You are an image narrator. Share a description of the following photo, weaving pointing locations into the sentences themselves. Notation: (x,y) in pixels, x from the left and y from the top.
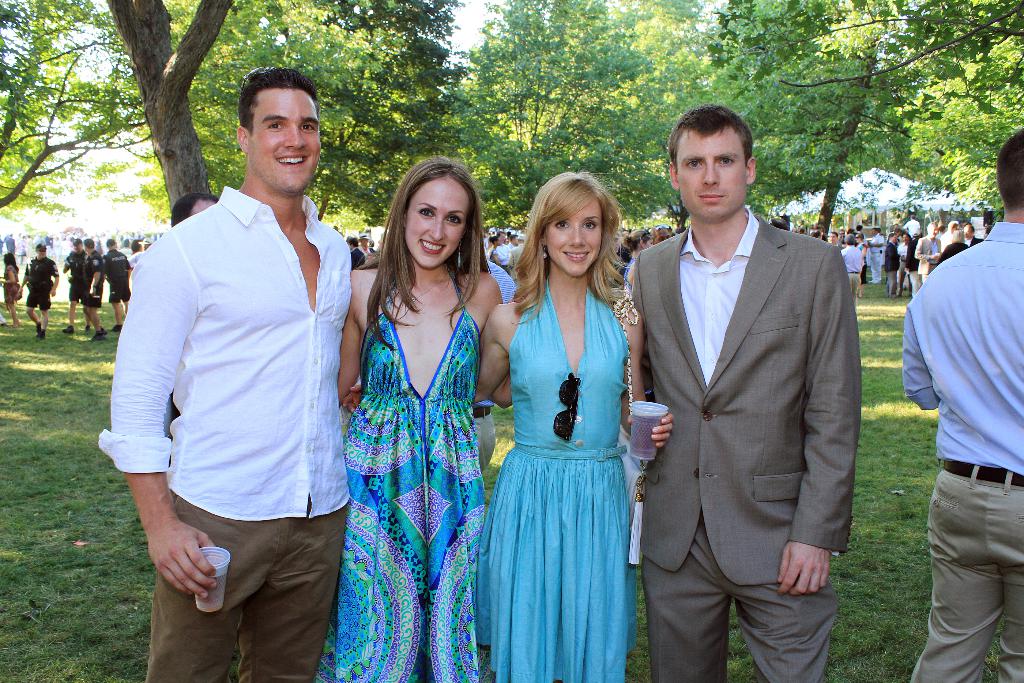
In the middle of this image (462,242), there are four persons (244,133) in different color dresses (512,374) and standing. On the right side (994,562), there is a person (957,297) in a blue color shirt (969,283), standing. In the background (944,149), there are other persons (22,245), a tent (902,192), trees (38,164) and grass (55,331) on the ground (18,395) and there is sky (469,12).
